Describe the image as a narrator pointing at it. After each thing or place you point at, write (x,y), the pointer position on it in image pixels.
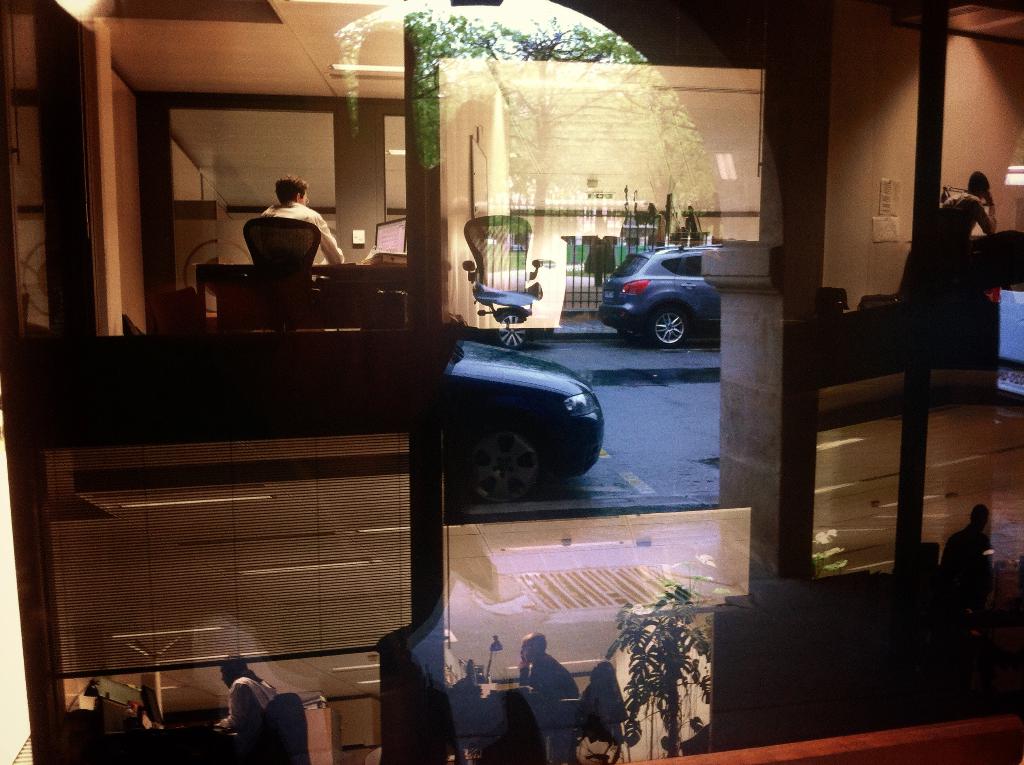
This picture consists of two vehicles (670,326) visible on road (642,358), there is a fence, tree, visible in the middle (577,276), at the bottom (447,716) there are two persons (525,682) sitting on chair (617,677) and plant (682,590) and on the right side (975,198) there is a person (972,185), wall (884,143), screen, pole (906,472), another person (976,596), on the left side (282,200) a person (304,189) sitting on the chair (312,275) and a wall (189,182) visible.
